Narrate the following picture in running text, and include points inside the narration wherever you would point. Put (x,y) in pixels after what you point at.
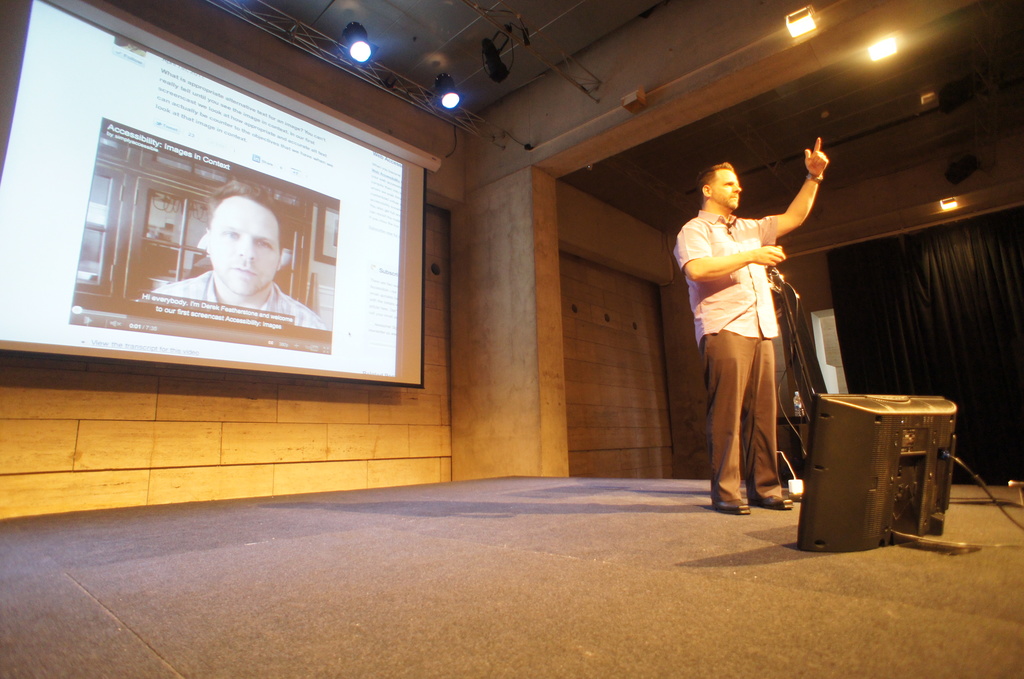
In the center of the image (678,242) we can see one person (701,311) standing and he is holding some object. In front of him, we can see one black color object (831,471). In the background (114,431) there is a wall (630,344), screen (182,277), one stand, curtains (970,278), lights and a few other objects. On the screen (418,330), we can see one person (266,304) and some text (381,296).
